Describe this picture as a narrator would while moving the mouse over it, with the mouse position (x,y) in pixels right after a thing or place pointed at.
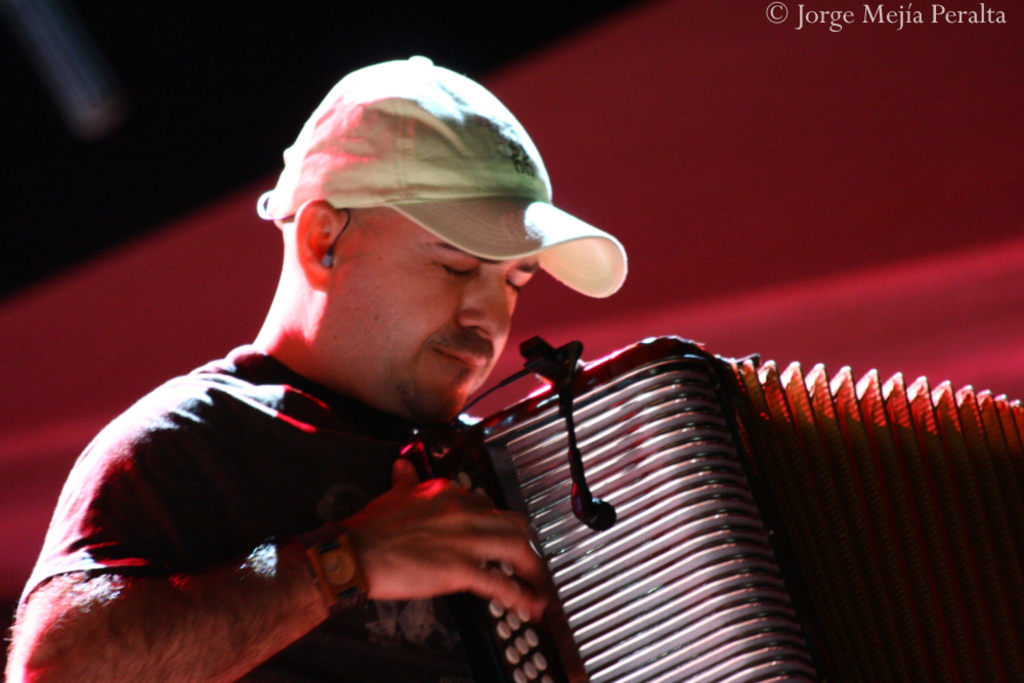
In this picture I can observe a man (343,421) playing musical instrument (483,477). He is wearing a cap (449,153) on his head (491,262). The background (807,183) is blurred.
